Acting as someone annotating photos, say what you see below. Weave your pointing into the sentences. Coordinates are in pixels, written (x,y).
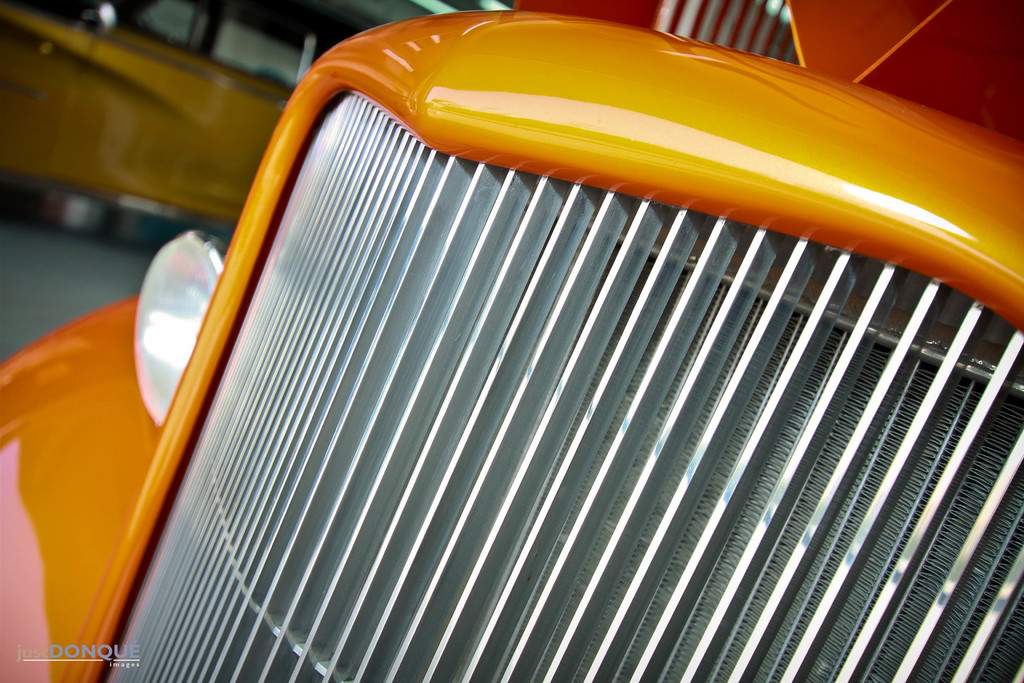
This is the zoom-in picture of a car (77,459). It seems like one vehicle (137,80) is present in the left top of the image (164,111).
